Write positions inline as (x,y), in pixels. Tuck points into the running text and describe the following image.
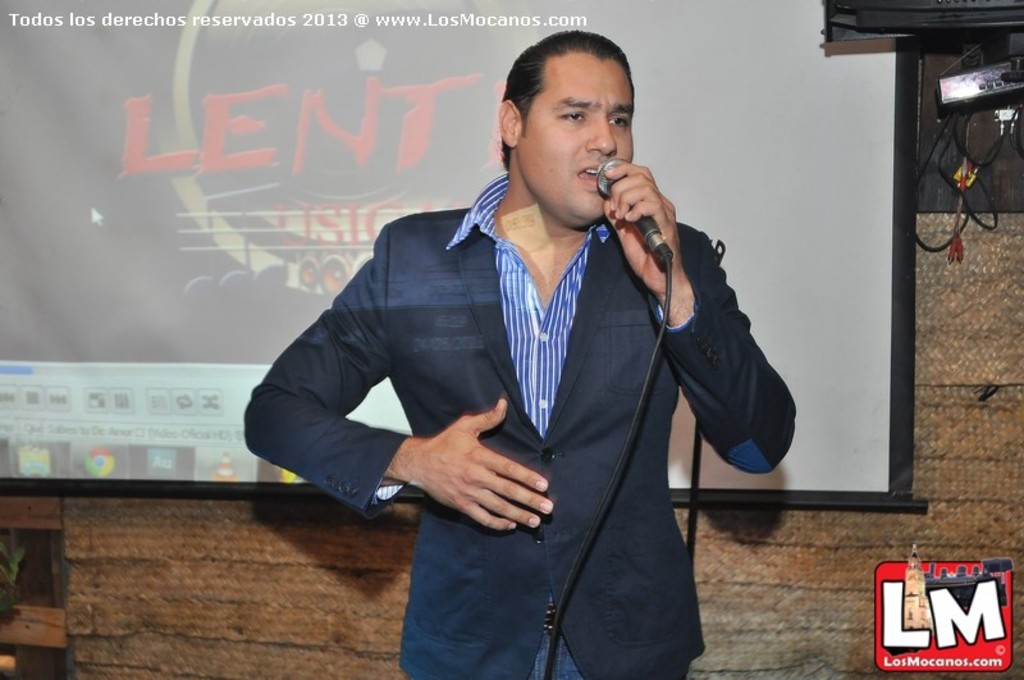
This is the picture of a man (450,432) in blazer (479,355) holding a microphone (644,222) and talking. Background of this man (535,420) is a projector screen (227,246) and wall (968,414).
